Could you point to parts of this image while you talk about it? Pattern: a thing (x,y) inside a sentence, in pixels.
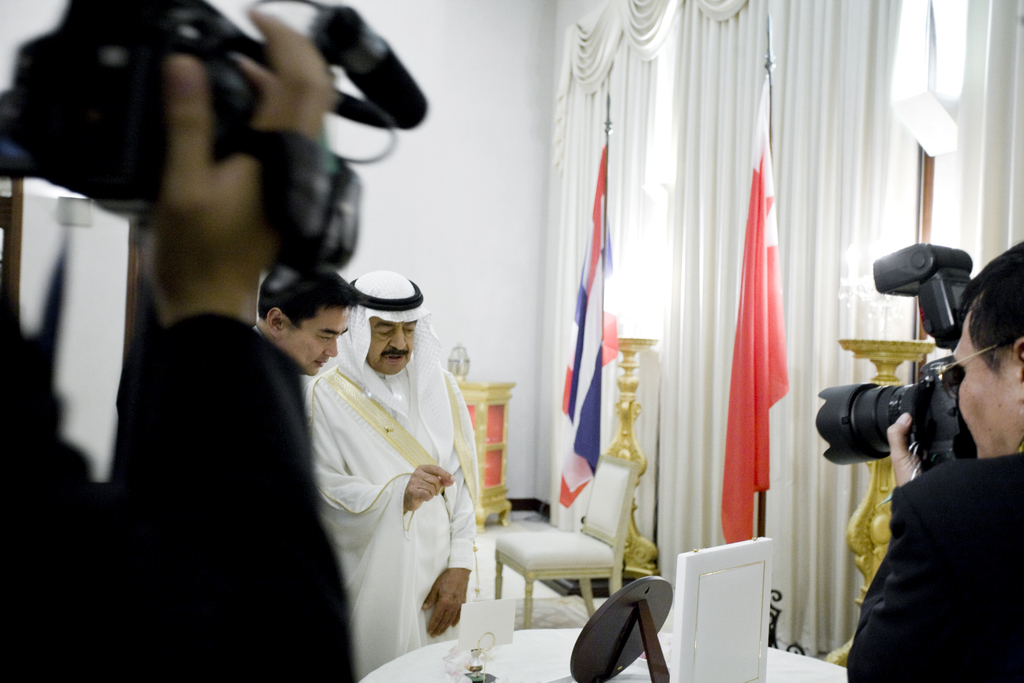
In this image there is an Arab sheikh (397,466) in the middle (415,418). In front of him there is a table (507,654). On the table (515,644) there is a mirror (599,637) and a paper (499,629). In the background (743,337) there are flags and curtains (623,101). There are two camera mans (159,358) on either side of the image.
